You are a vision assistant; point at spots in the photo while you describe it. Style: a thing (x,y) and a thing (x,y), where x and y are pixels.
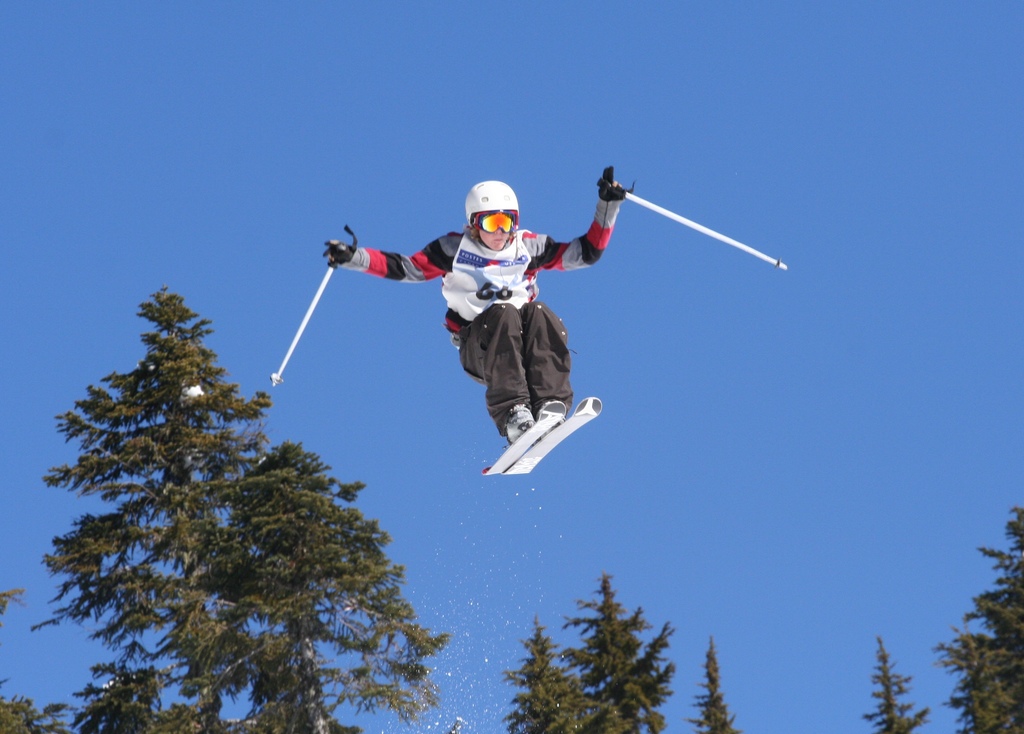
In the center of the image (551,365) we can see a person (539,358) wearing the helmet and skis (536,432) holding the sticks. We can also see a group of trees (606,615) and the sky (227,357) which looks clear.
